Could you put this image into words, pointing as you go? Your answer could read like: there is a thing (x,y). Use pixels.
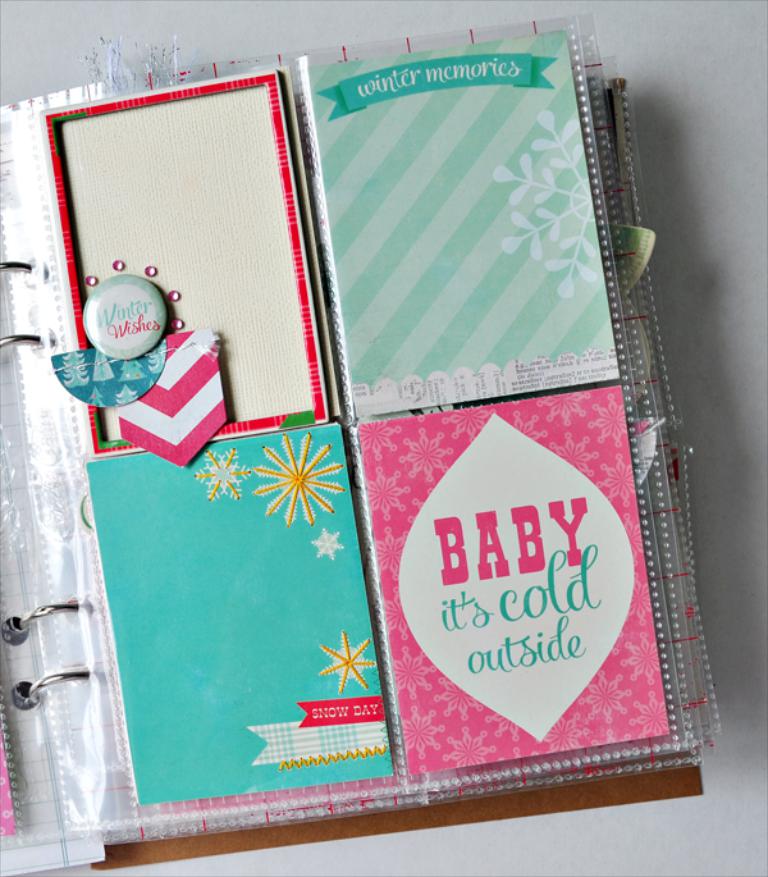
In this picture I can see the white color surface (680,221) on which I can see a file (323,234) and I see 4 cards (274,250), in which I can see a badge (116,333) on the left top card (143,170) and on the rest of the cards (465,505) I see something is written and I see the designs (486,442).
